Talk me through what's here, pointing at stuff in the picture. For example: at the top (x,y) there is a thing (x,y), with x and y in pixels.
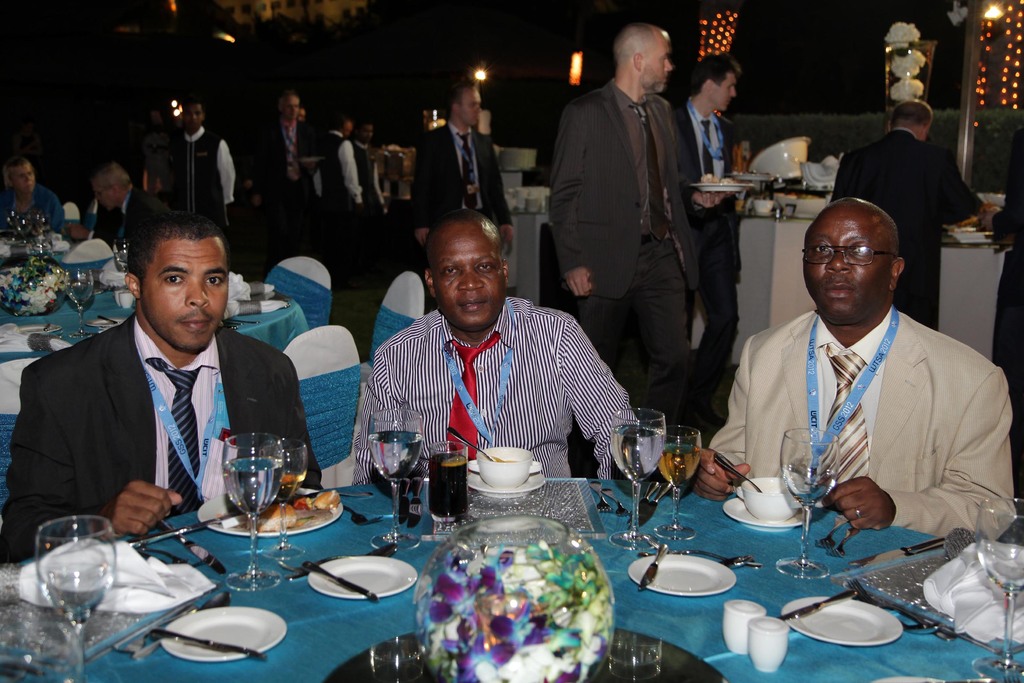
In this image I can see a few persons (231,374) sitting on the chair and few person (583,168) are standing. On the table (179,668) there is a glass (88,586), plate (241,626), spoon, tissue (159,593), bowl (509,480) and a saucer (528,484). At the back (731,197) the man (720,204) is holding the plate (741,184). At the back side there is a lights (484,71).
